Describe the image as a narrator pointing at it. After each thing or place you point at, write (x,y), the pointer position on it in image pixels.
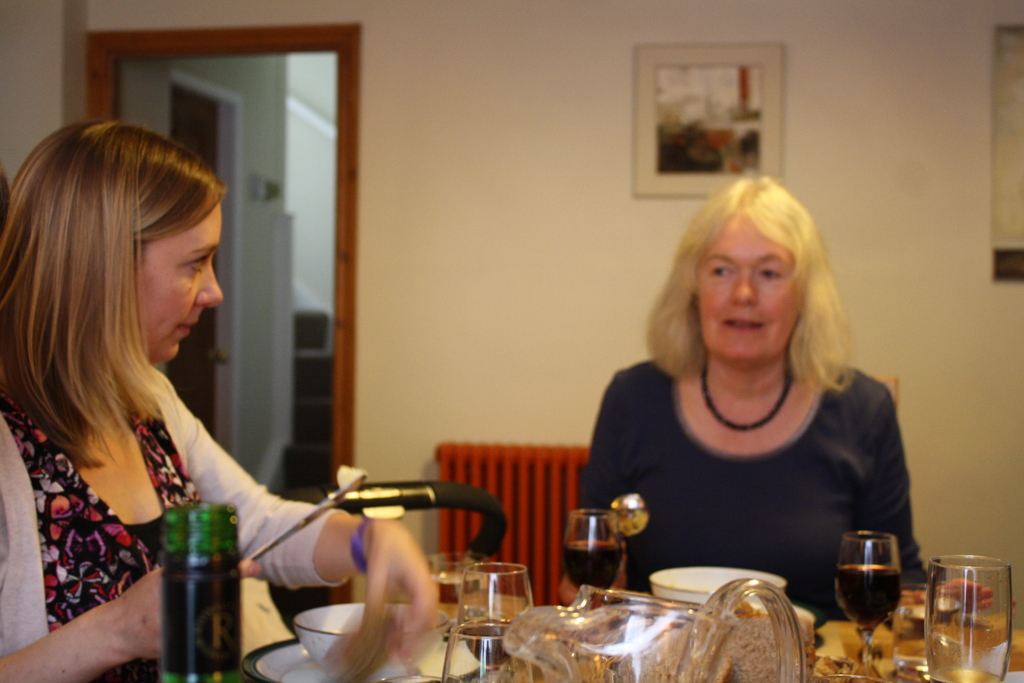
These 2 women (126,494) are sitting on chair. In-front of this woman (148,580) there is a table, on this table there are glasses (882,579), bowl (319,627), bottle (187,591) and plate (427,666). A picture (657,146) is on wall (594,120).
